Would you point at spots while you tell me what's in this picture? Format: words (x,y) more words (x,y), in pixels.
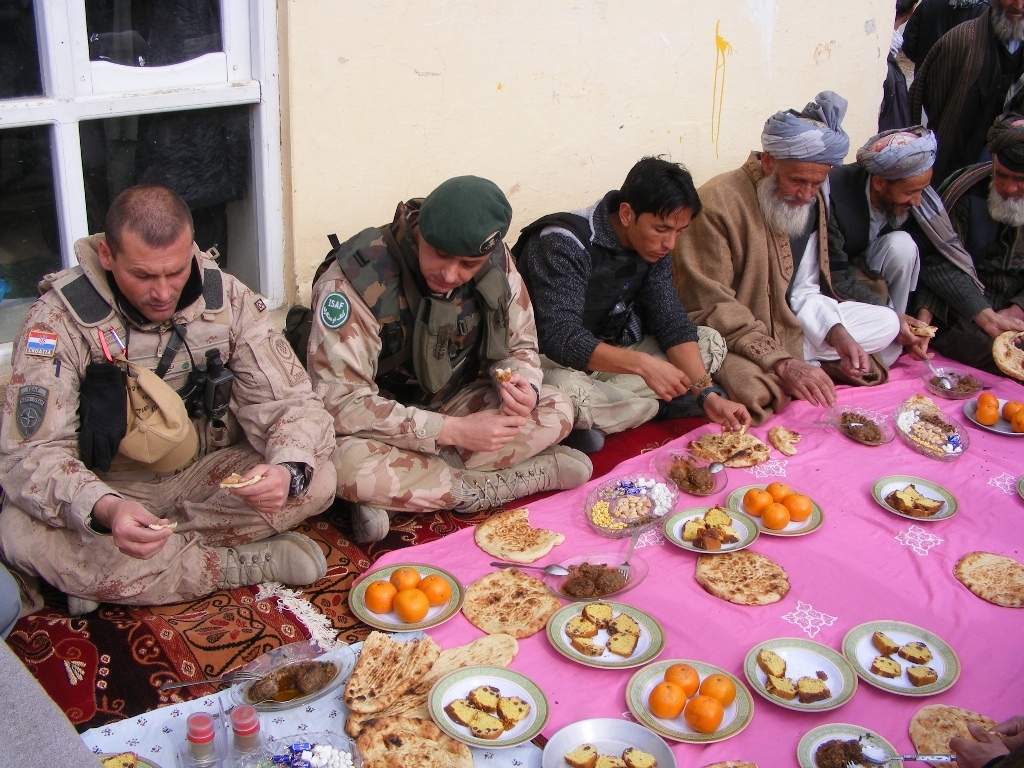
In this picture there are group of people (461,410) sitting on the mat (269,587). There are different types of food items (365,745) on the plates (615,745). There are plates (904,640), glasses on the mat (399,520). At the back (93,63) there is a building (314,121) and there is a window (108,88).
